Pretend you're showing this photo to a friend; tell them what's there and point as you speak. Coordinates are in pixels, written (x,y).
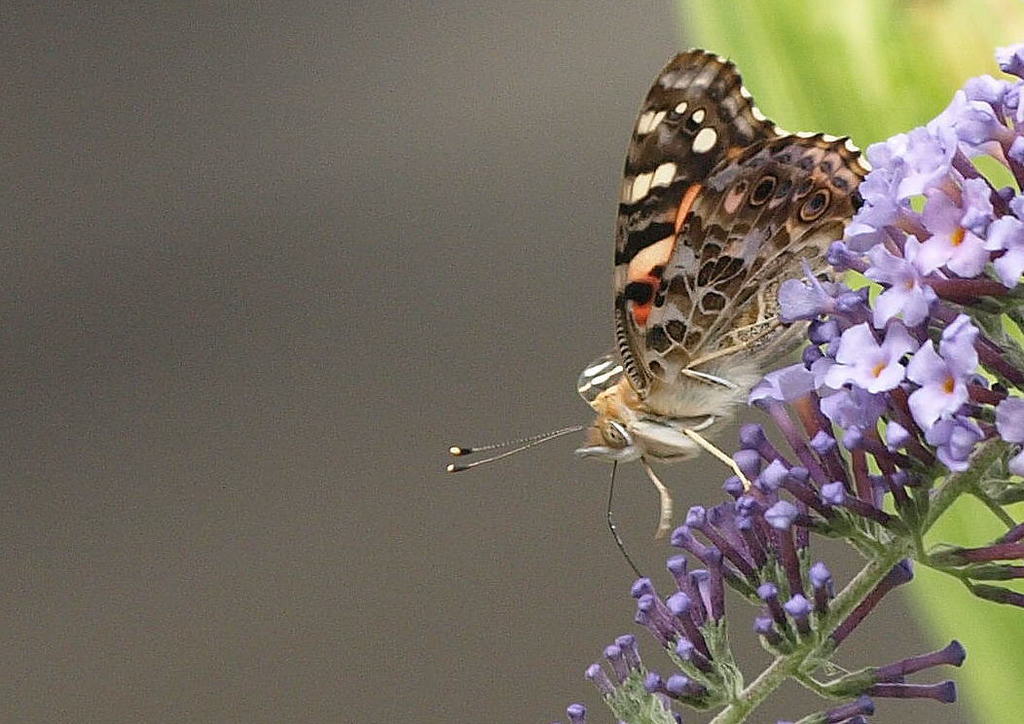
In this picture we can see a butterfly (731,342). He is standing on this flower (804,395). On the right (879,418) we can see purple color flowers (990,345) and plant (982,493).
